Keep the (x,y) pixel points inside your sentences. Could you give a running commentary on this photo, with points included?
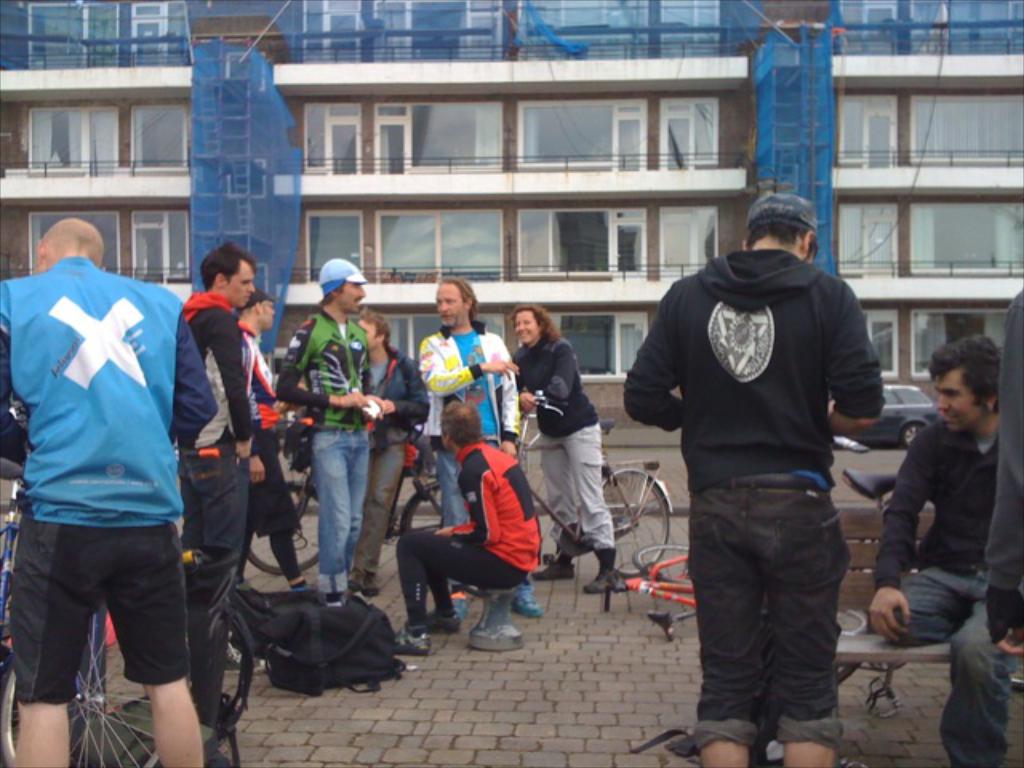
This is the picture where we have a group of people (319,347) Standing and some people (575,453) near the bicycle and behind them there is a building (357,146).
